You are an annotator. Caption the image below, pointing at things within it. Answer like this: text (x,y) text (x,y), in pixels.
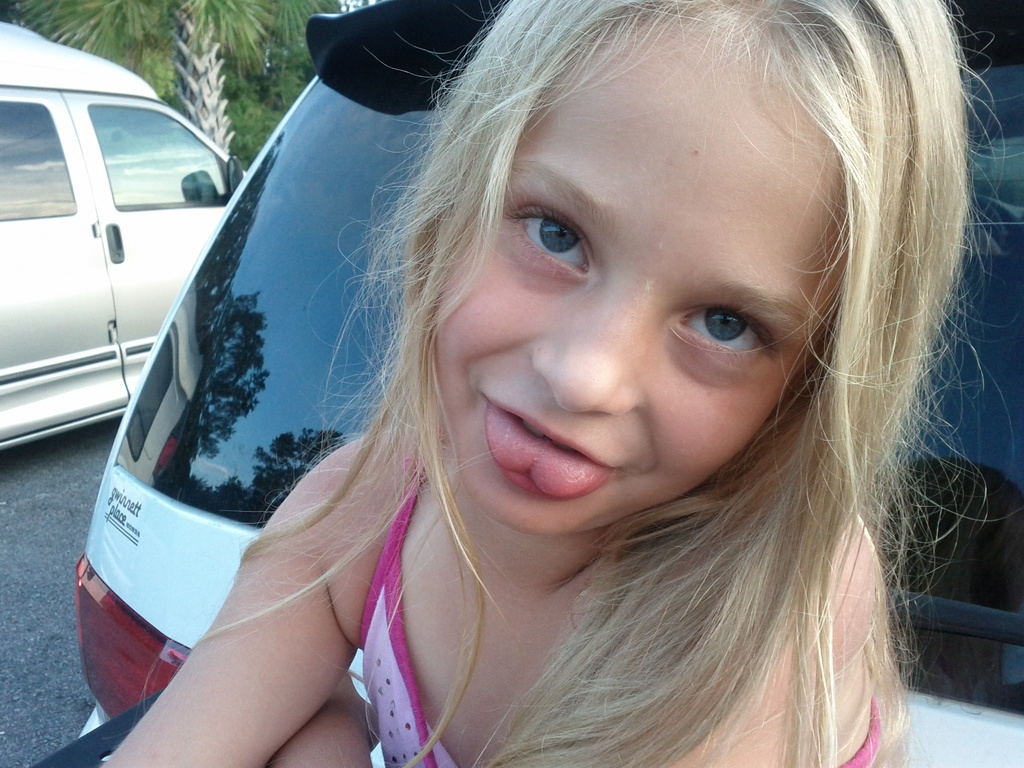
In front of the image there is a girl (571,379), behind the girl (430,190), there are cars (237,181) and trees (100,10).
